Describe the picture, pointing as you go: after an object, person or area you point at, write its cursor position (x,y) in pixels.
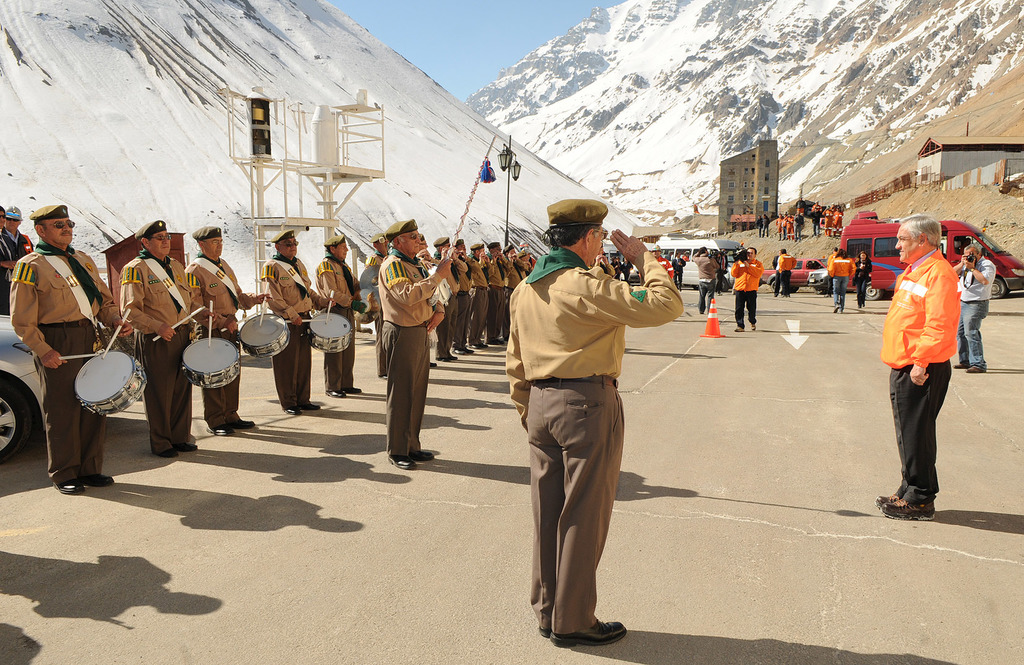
In this image I see number of people (8,229) in which, few of them are holding drums (338,327) and rest of them are standing. In the background (849,166) I see the snowy mountains (711,126), 2 buildings (729,232), few vehicles (874,225) and few people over here.
